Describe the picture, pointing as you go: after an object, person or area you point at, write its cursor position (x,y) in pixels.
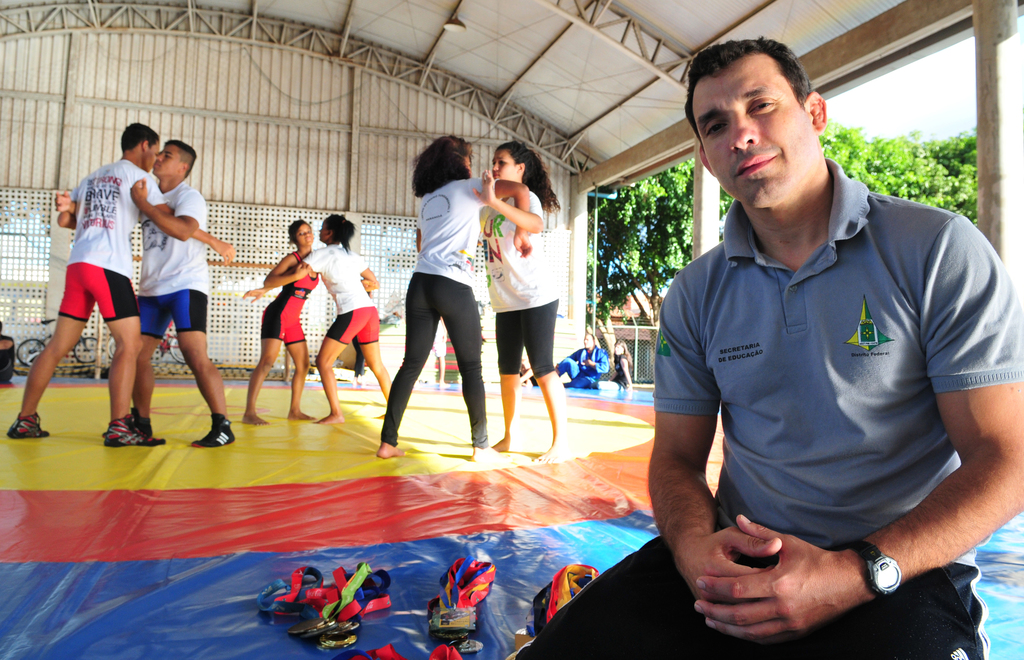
Here in this picture in the front (833,483) we can see a person (818,368) sitting on the floor (514,615) over there and beside him we can see number of medals (455,629) present over there and behind him we can see groups of people (427,334) training for martial arts and at the top (103,88) we can see a shed (94,70) present and we can also see bicycles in the far and on the right side (683,250) we can see number of trees (655,239) present over there.
